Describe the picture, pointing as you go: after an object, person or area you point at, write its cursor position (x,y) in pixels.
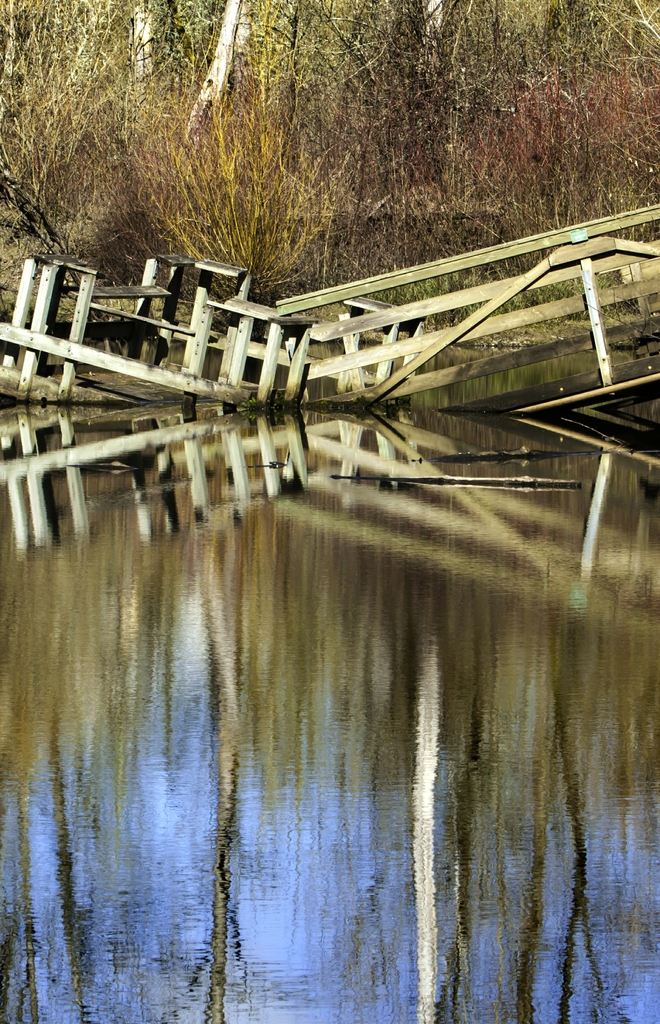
In this picture we can observe a wooden railing (441,309) in the water (249,432). We can observe some dried plants (270,213). In the background (343,23) there are trees (218,27).
